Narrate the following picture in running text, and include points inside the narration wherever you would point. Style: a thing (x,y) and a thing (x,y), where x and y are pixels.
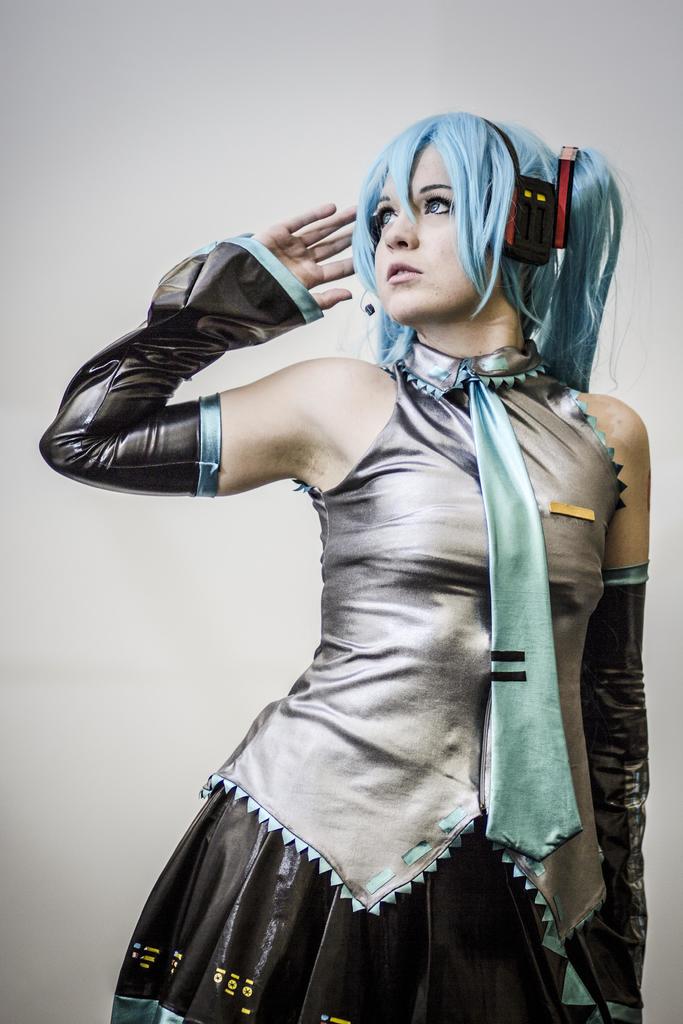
In this image there is a picture of a girl (452,722) who is wearing the silver color costume (383,722) and she is also wearing the headphones (545,228). There is a blue color tie (506,563) to her neck (493,333).
